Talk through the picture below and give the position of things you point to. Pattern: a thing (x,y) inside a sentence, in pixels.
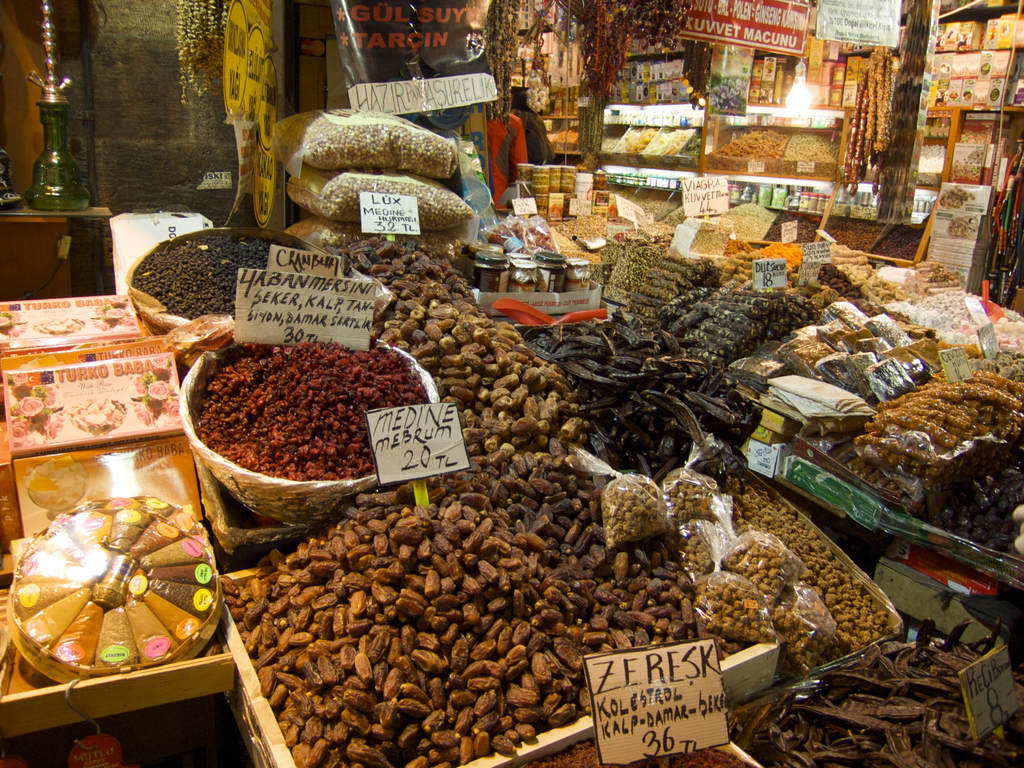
In this image I can see there is a grocery shop (505,270). And there are some dry fruits (700,392) and eatable items (600,270) in it. And there are boards (754,47) with text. And there is a table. On the table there is a hookah (75,200) and there is a wall (108,181). And there is a person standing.
